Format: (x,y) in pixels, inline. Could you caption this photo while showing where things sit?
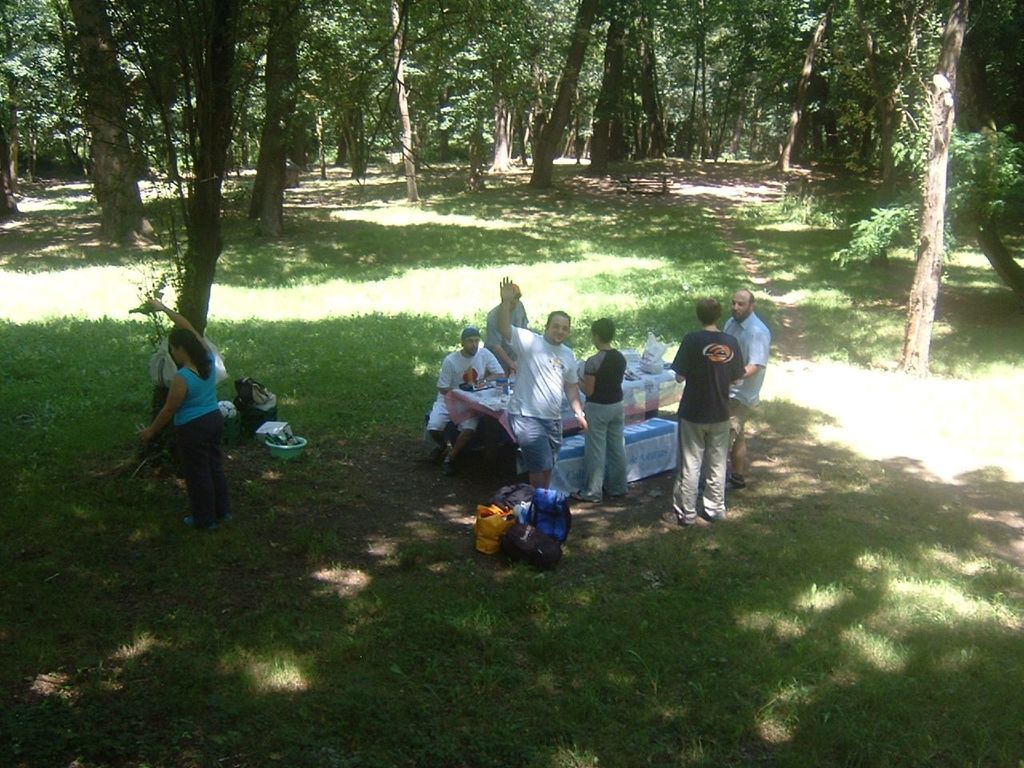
In the image we can see there are people (743,472) standing and some of them are sitting, they are wearing clothes (532,441) and some of them are wearing shoes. Here we can see bags (502,514), grass (771,580), table (567,484) and on the table (580,397) there are many other things (644,370) and the trees (355,99).
